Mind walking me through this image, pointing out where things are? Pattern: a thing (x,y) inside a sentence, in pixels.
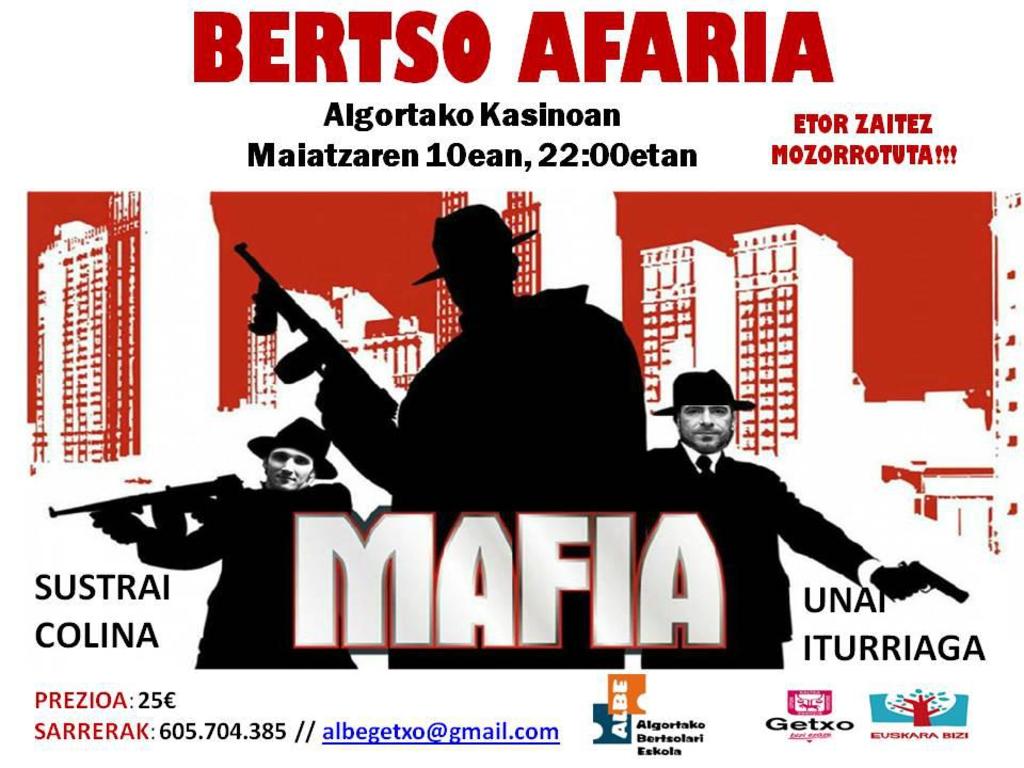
This image consists of a poster (268,214). On this poster (240,490), I can see some text (473,627) and few images (707,484) of persons (645,479) and buildings (731,306).
